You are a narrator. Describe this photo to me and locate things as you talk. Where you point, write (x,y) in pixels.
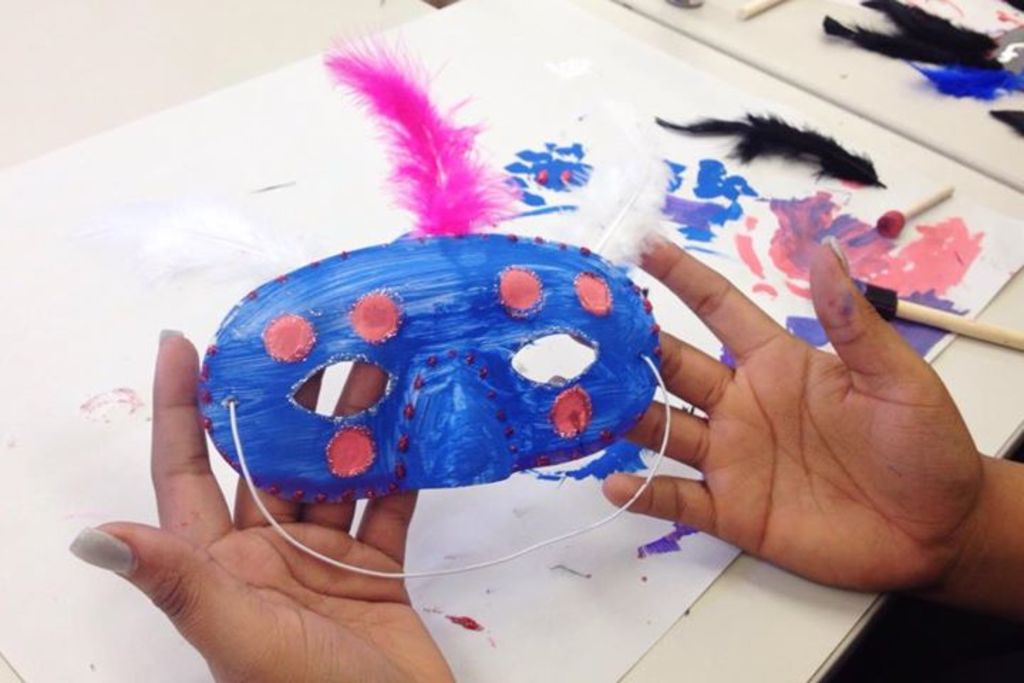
In this picture we can see a mask (304,326) in the person hands (377,394). Under the hands (377,372) there is a table (717,632) and on the table (675,649) there is a paper (584,550), feather (840,152) and brushes (901,220).
